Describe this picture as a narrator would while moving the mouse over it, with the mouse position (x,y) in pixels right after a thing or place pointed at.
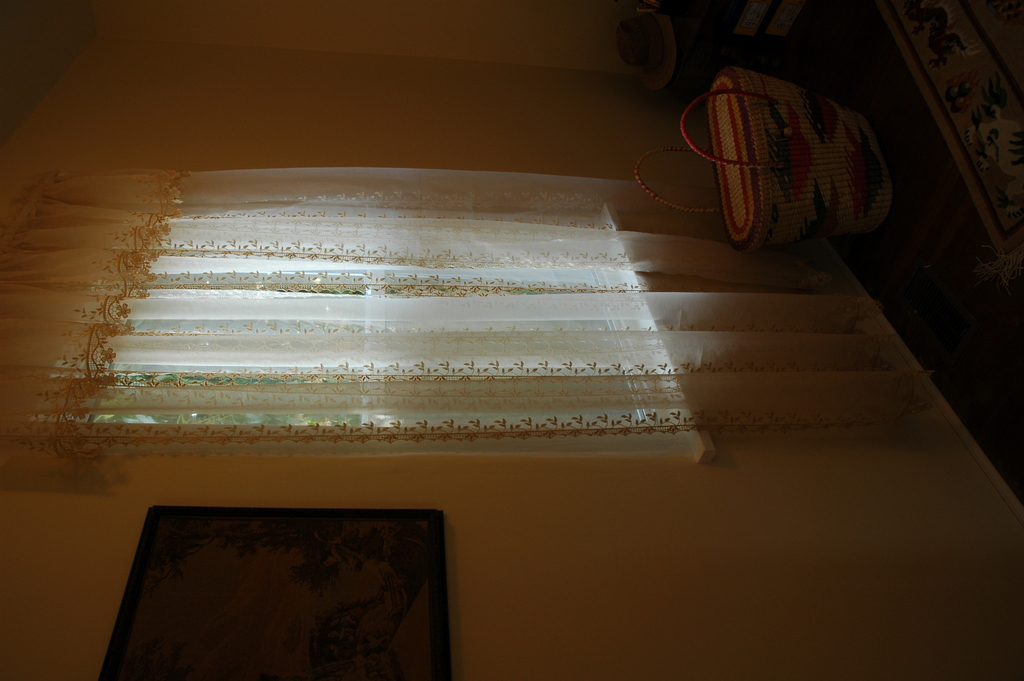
In the foreground (164,440), I can see a wall painting (399,542) on a wall (676,601) and a window (553,391). In the background (796,224), I can see a bag (735,180) on the floor (930,202) and some objects (999,123). This image is taken, maybe in a room (440,406).
